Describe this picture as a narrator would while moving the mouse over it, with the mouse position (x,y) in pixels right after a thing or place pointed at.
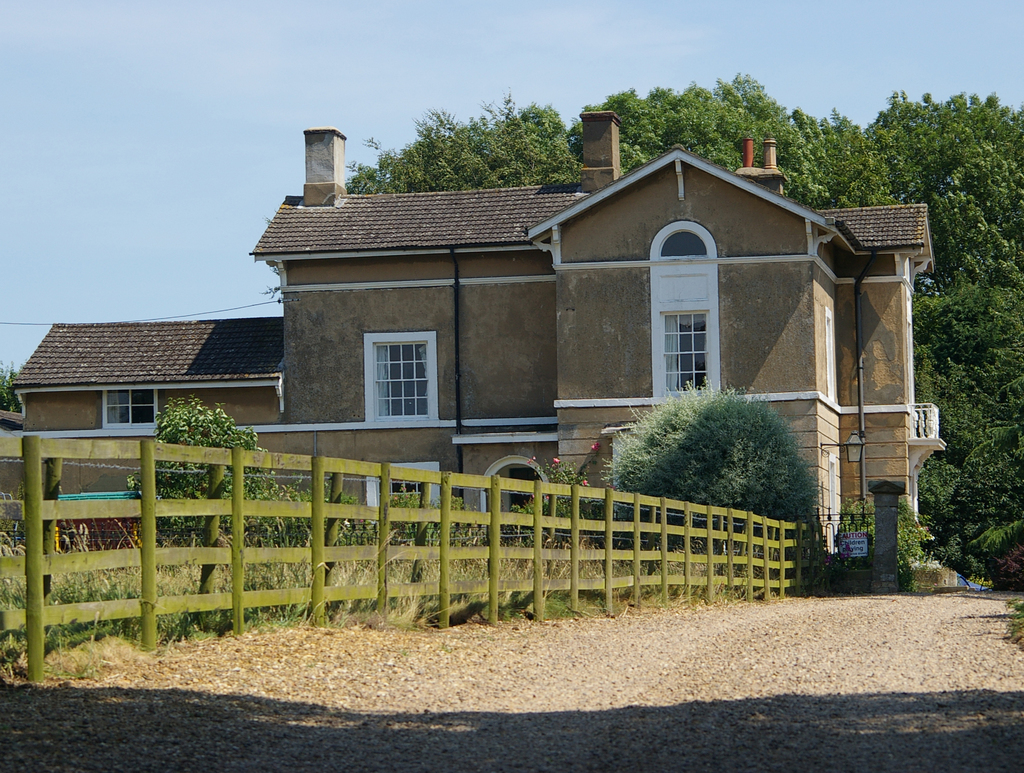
In the center of the image (577,376) there is a building (760,343). At the bottom (36,605) we can see a fence (271,606) and there are bushes (168,481). In the background (997,376) there are trees (437,127) and sky (389,101).
